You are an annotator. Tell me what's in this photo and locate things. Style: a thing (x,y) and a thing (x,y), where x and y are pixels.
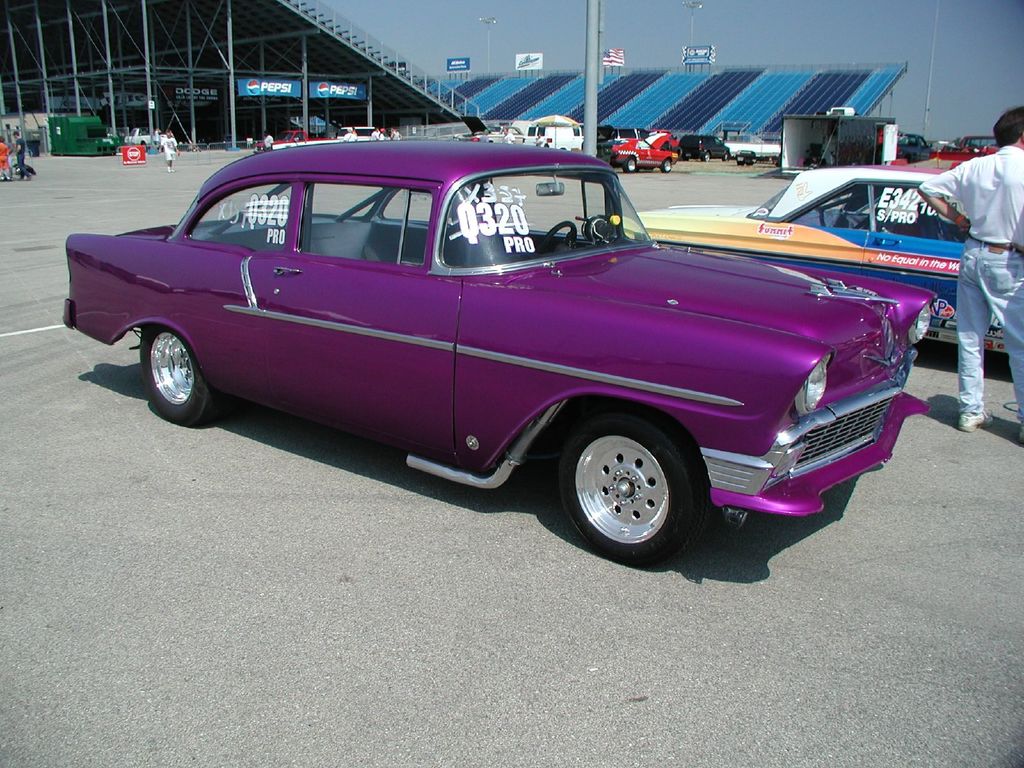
This picture is clicked outside. In the center (466,354) we can see the group of vehicles (570,133) parked on the ground (355,451) and we can see the group of persons (169,146), shed (253,29), metal rods (588,88), banners (202,94) on which we can see the text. In the background (534,33) we can see the sky (531,19), lights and many other objects (449,93).
